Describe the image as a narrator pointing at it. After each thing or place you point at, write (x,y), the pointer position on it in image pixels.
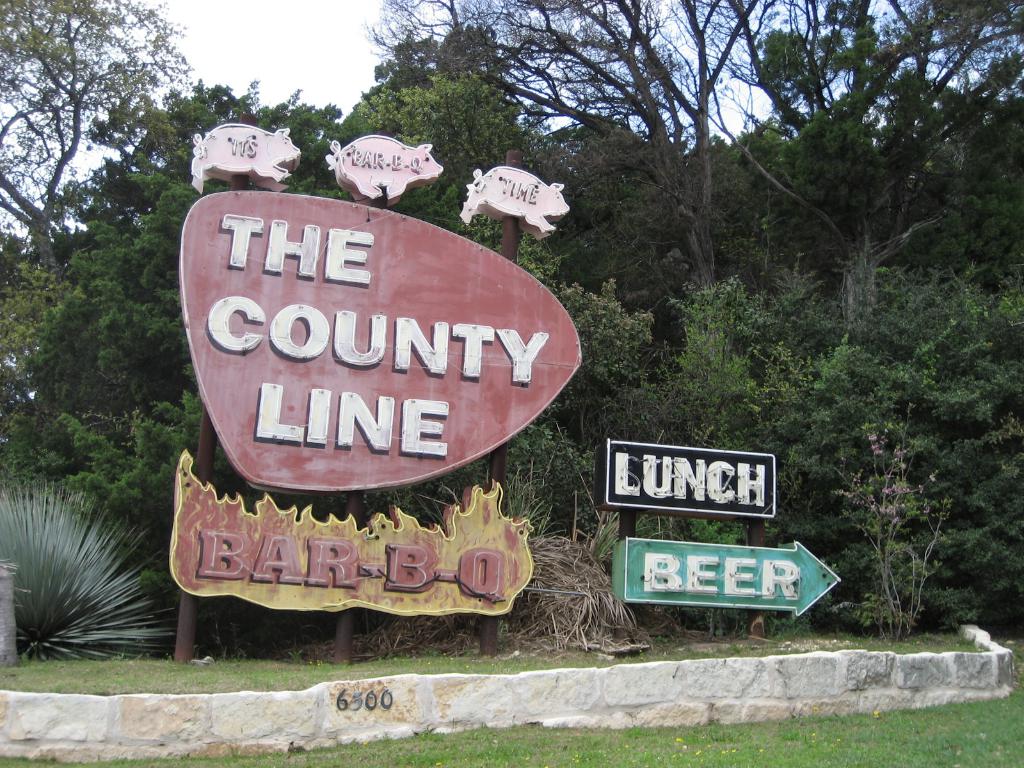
We can see boards (297,548) on poles (752,633), wall (770,710), grass (686,752), plants (859,467) and trees (990,357). In the background (310,77) we can see sky (274,50).
